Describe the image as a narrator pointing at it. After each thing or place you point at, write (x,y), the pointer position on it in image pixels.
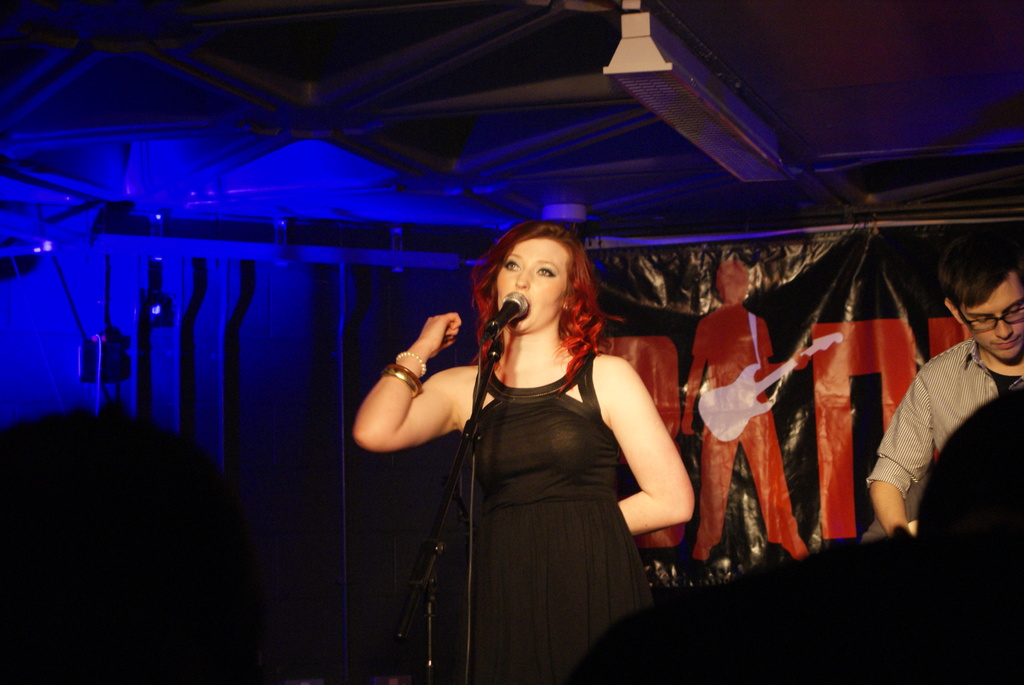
In the image there is a lady (515,522) standing. In front of her there is a stand (483,397) with mic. And on the right side of the image (916,407) there is a man (976,354) with spectacles (1023,307). Behind them there is banner (804,342). In the background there are pipes (234,316). At the top of the image (305,128) there is ceiling (592,128) with a light (678,113).
